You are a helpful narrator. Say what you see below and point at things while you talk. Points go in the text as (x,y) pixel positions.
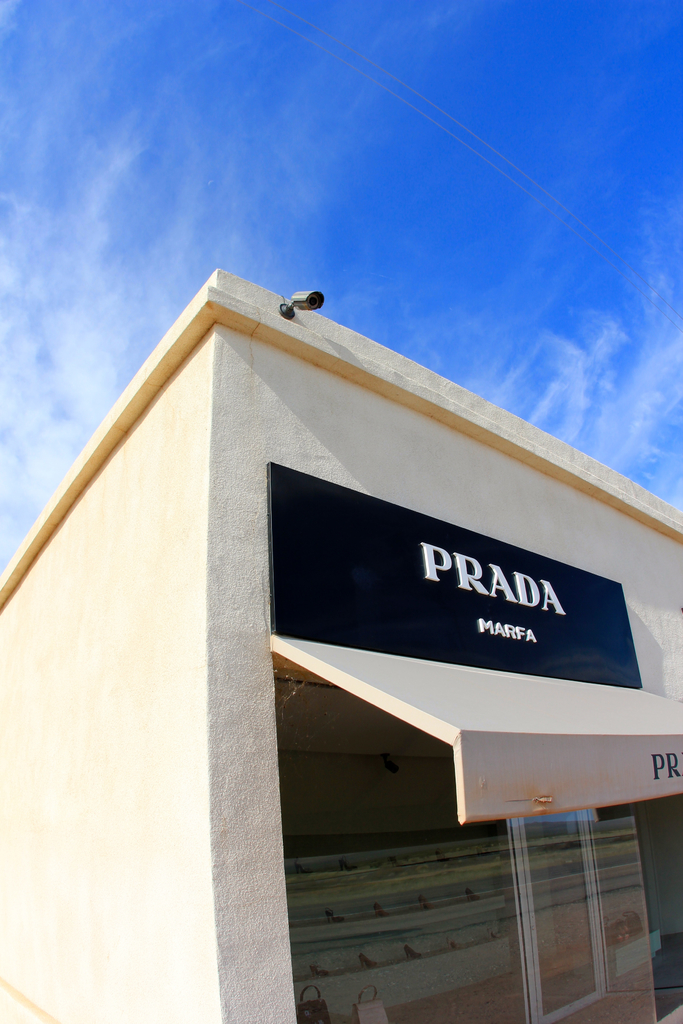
There is a name board (395,530) on the wall (252,559) of a building (219,555), which is having cc camera (318,294) and glass doors (613,892). In the background (412,242), there are clouds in the blue sky (429,161).
